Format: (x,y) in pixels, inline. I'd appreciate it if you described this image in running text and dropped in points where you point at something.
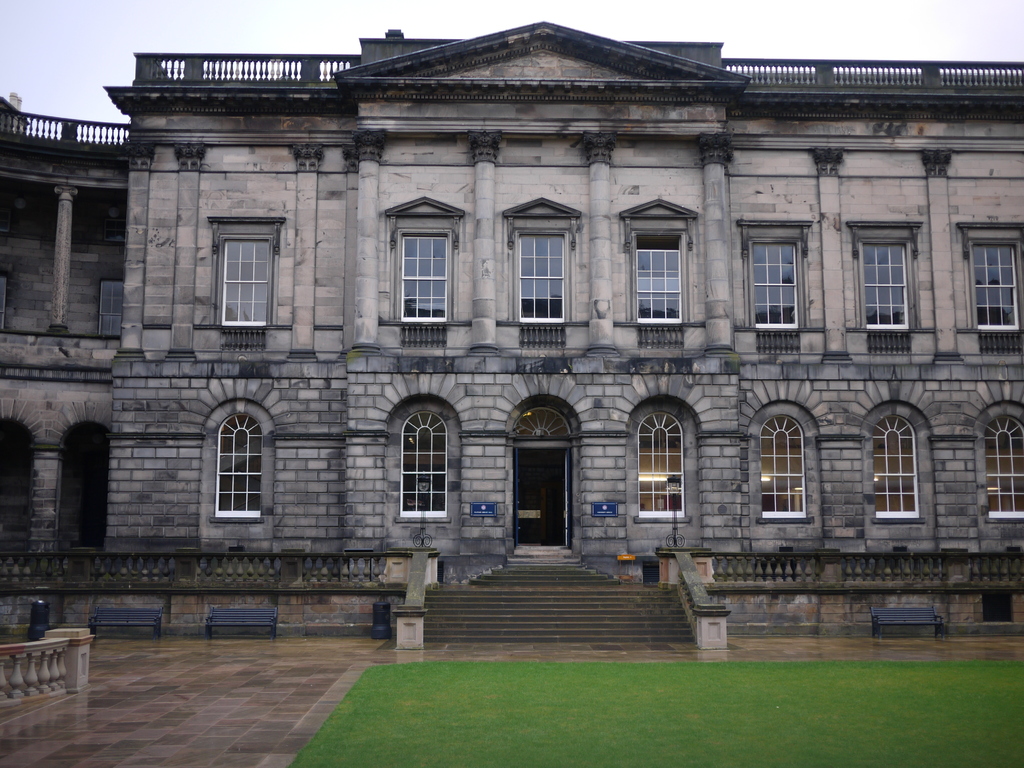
In this image, I can see a building (353,322) with the windows (239,486), a door (556,509) and pillars (366,264). These are the stairs (556,625). I can see the benches (242,618). At the bottom of the image (516,681), I can see the grass (518,714). This is the sky (442,26). This looks like a pathway (182,640).
